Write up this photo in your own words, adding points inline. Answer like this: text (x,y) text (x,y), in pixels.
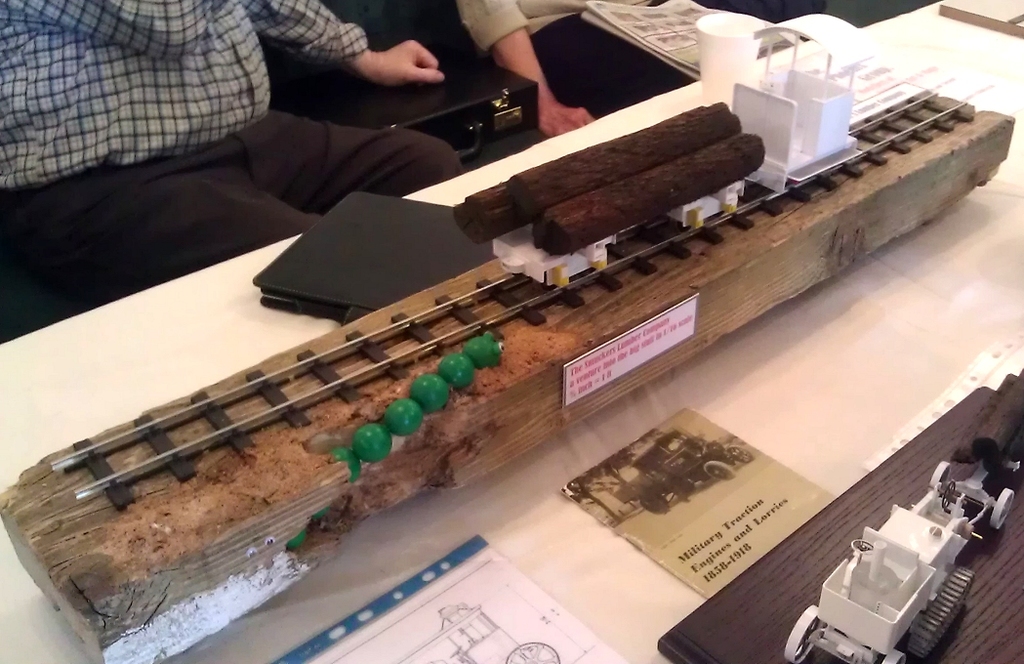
Here we can see that a model train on a wooden beam (572,322) on the table (577,588) and papers (772,511) and some other objects (737,626) on it, and behind it is the person (162,104) sitting, and at beside there is the briefcase (388,92).
